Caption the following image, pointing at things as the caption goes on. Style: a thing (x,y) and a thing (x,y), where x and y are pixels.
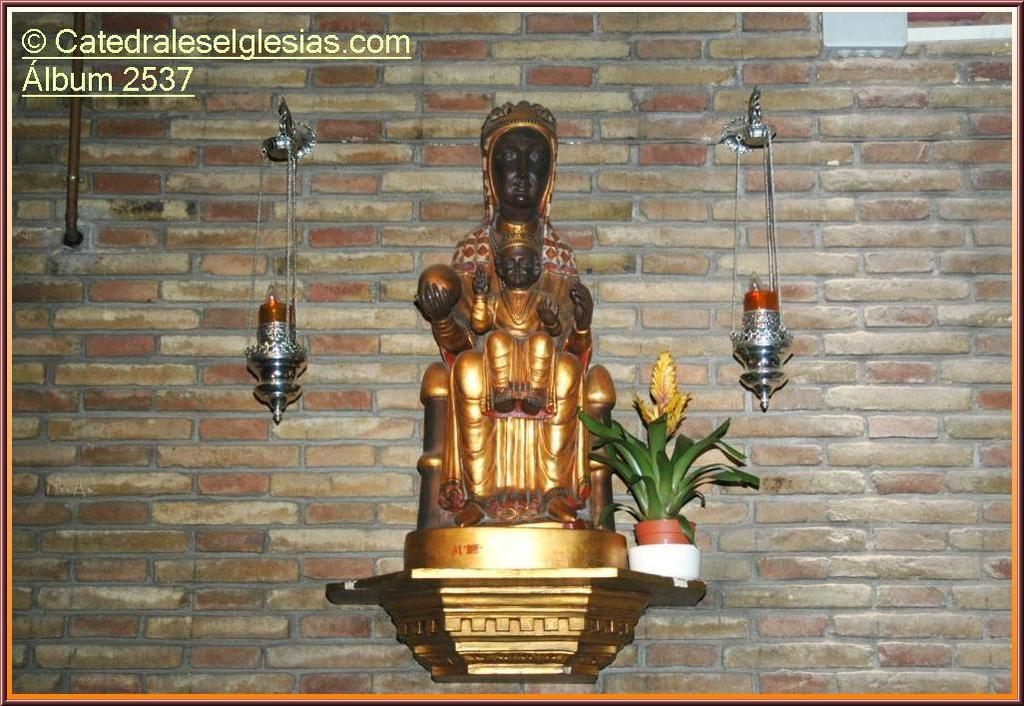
There is a statue (484,509) on a stand (497,589). Near to that there is a pot (649,542) with plant (647,500). In the back (446,245) there is a brick wall (307,342). On there are some things (771,359) hanged. In the top left corner (101,61) there is a watermark (115,49).
